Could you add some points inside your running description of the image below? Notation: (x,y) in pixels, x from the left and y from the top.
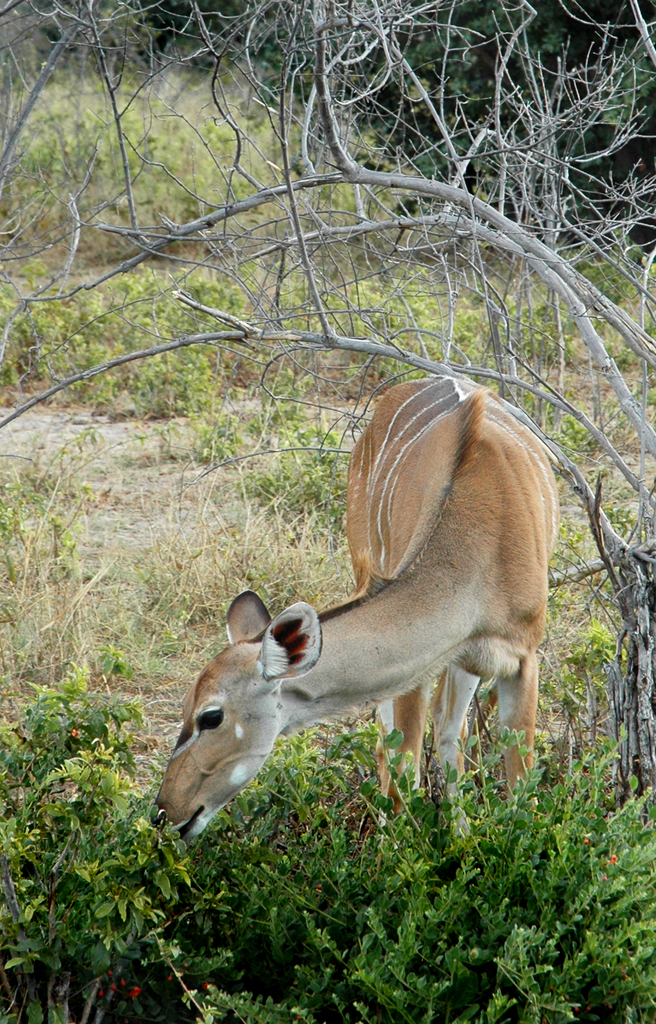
Here I can see an animal (356,559) is eating leaves (227,881) of a plant (140,905). Here I can see many plants (218,390) on the ground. At the top of the image (398,291) there are stems (323,177) of a tree (374,336).
